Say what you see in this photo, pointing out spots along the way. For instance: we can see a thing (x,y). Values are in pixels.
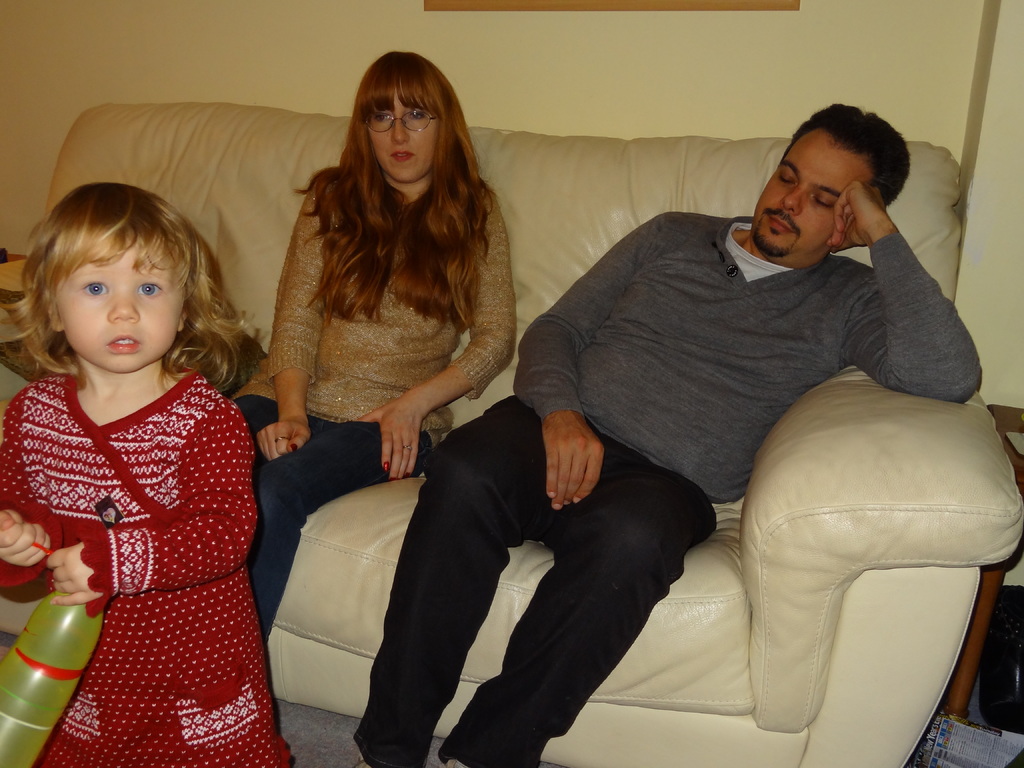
In this image we can see a man (620,446) and a woman (380,453) sitting on the couch (216,229) and a child (159,456) holding balloon (16,674) is standing on the floor (310,739).
